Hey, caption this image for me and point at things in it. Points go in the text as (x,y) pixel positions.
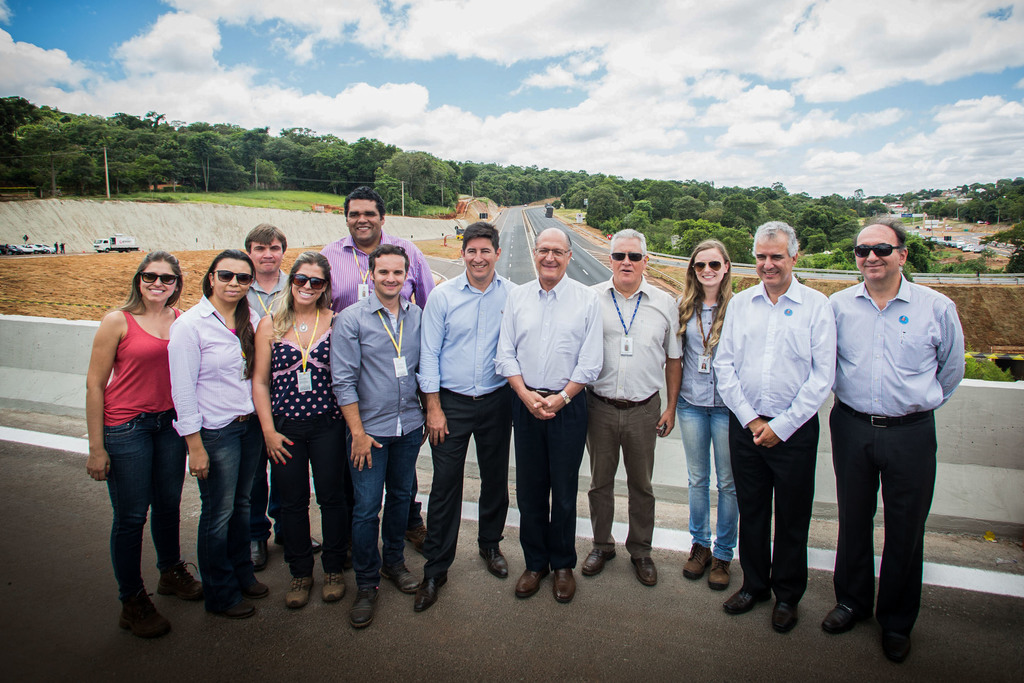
In this image there are people (437,529) standing on a bridge (985,531), in the background (527,242) there are vehicles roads (590,264), trees (97,168) and the sky (596,105).
